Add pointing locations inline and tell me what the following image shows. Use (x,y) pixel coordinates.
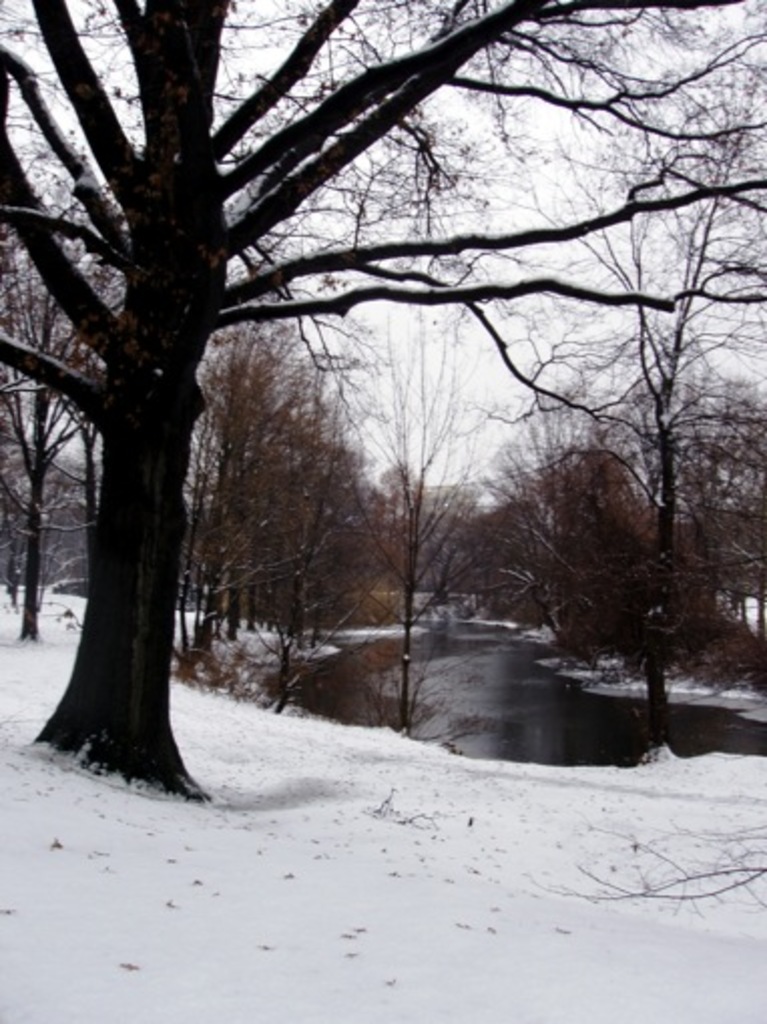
In the foreground of this picture (132,190), there is a tree (216,291). In the background (441,681), there is a river (437,701), snow (322,649) and the sky (442,371).
